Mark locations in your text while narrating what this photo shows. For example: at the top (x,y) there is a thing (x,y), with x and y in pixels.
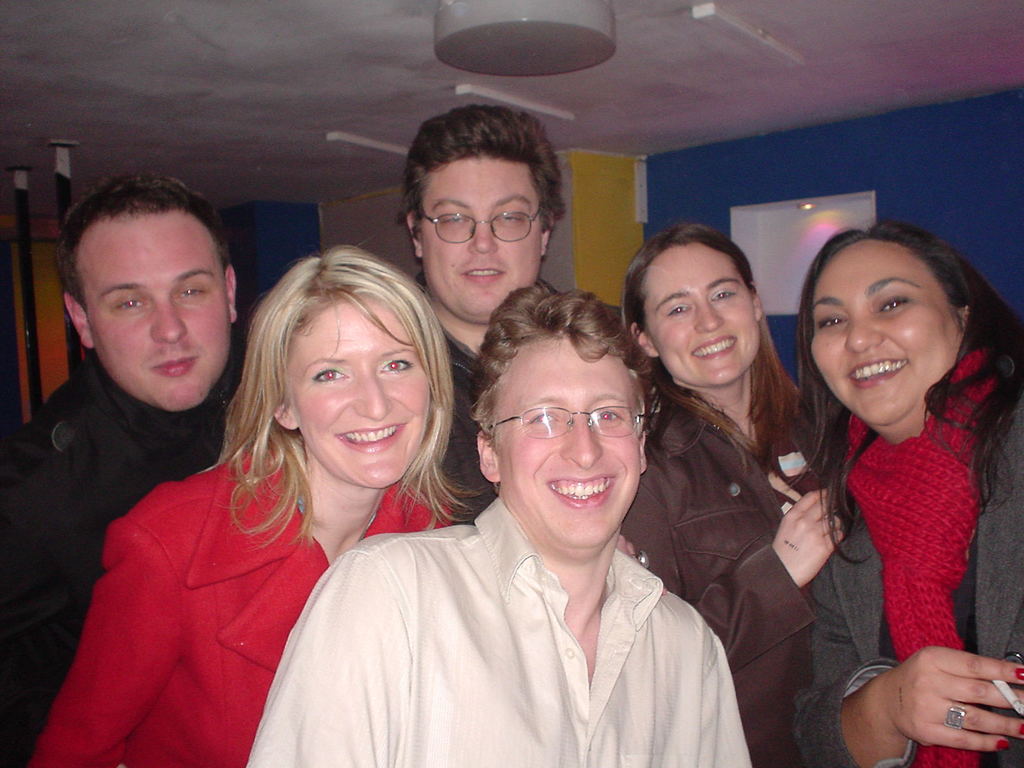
In the image I can see some people (333,309) and behind there is a wall (978,211).
